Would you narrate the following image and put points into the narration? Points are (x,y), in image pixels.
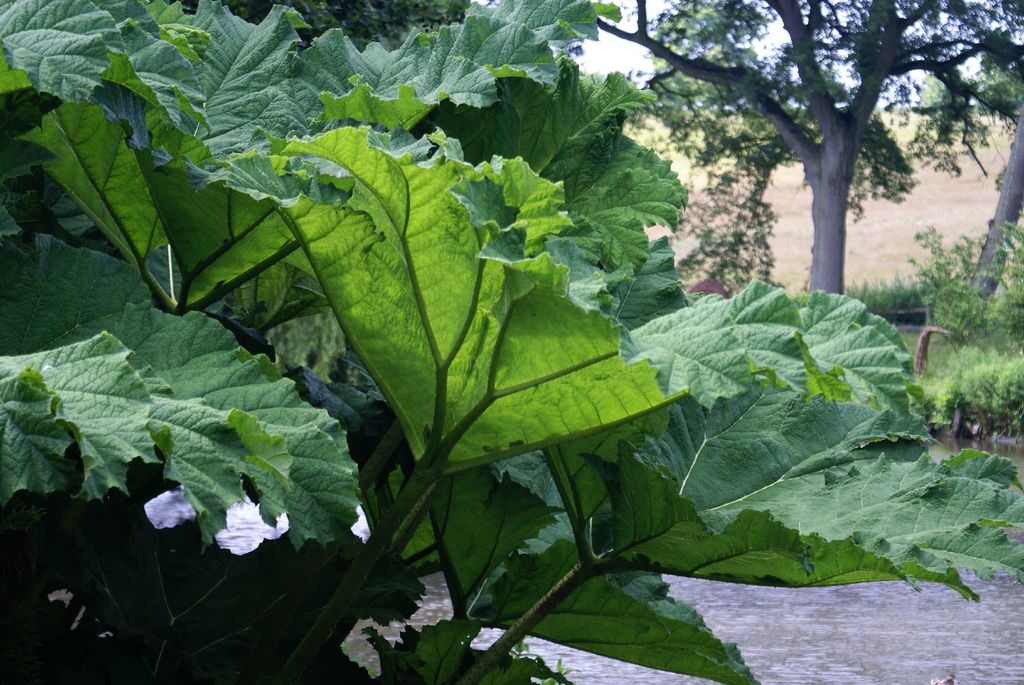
There are leaves (591,486) at the front (274,653). There is water (917,610) and trees (1016,146) at the back (782,610).
